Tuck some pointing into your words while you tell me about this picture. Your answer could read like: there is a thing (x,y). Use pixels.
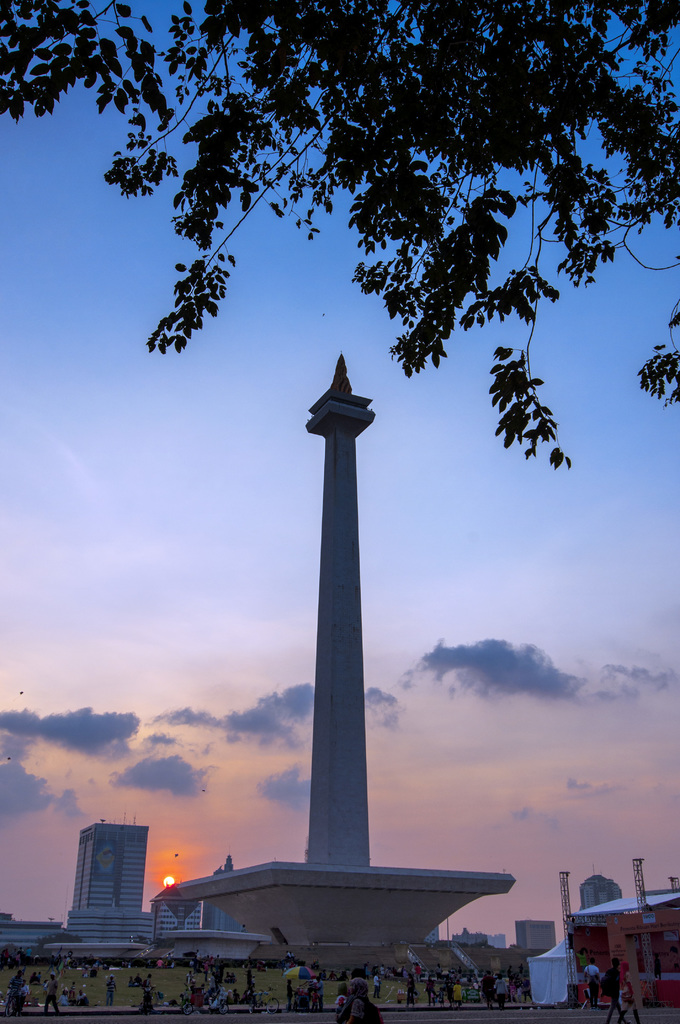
In this image we can see a pillar (317,753) on a pedestal (272,878). At the bottom (249,978) there are many people (427,980). Also there are many buildings (122,905). In the background (513,733) there is sky (202,670) with clouds (502,694). Also there is sun (170,878). At the top (243,107) there are branches (306,124) of trees (400,95).
